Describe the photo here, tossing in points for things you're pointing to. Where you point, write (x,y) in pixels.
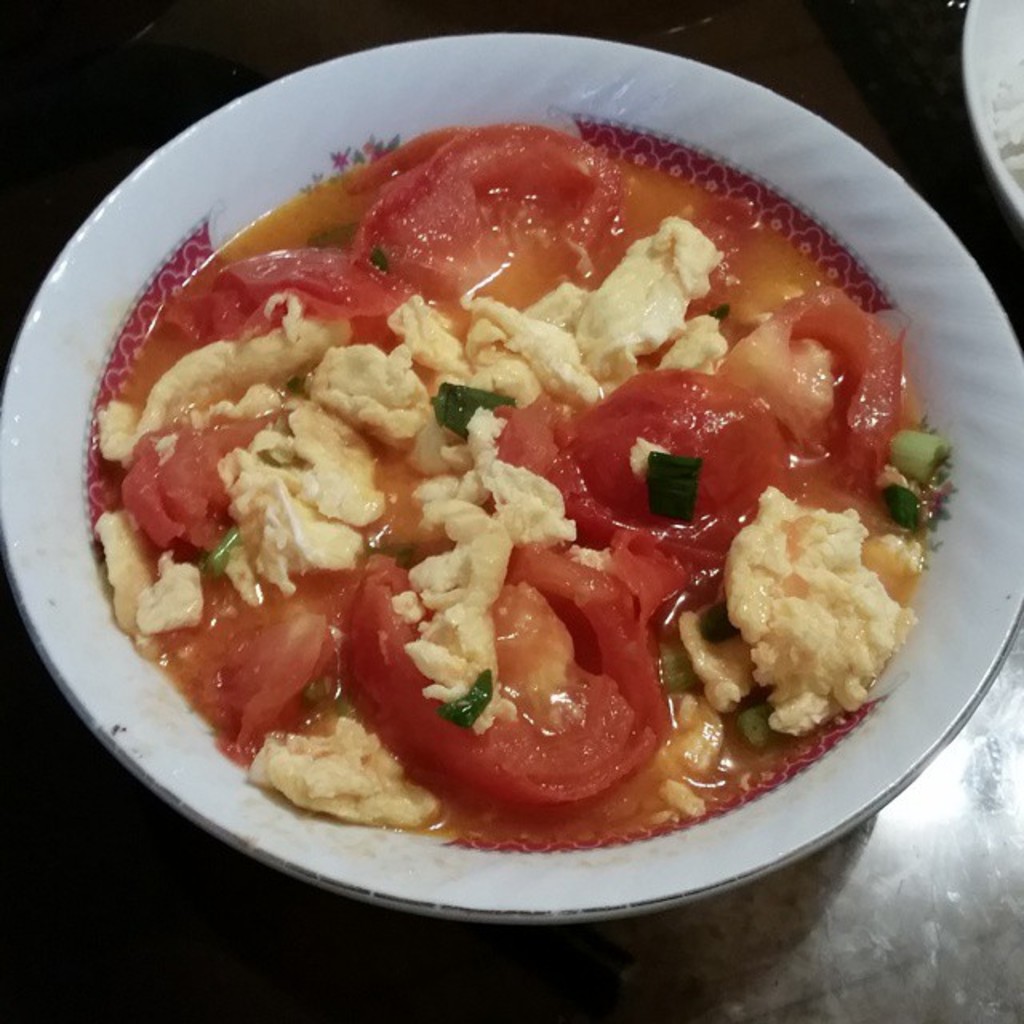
In the foreground of this image (708,298), there is vegetable soup (665,648) in a bowl (1018,461) on a black surface (899,924). At the top right (995,90), there is white color object (992,94).
